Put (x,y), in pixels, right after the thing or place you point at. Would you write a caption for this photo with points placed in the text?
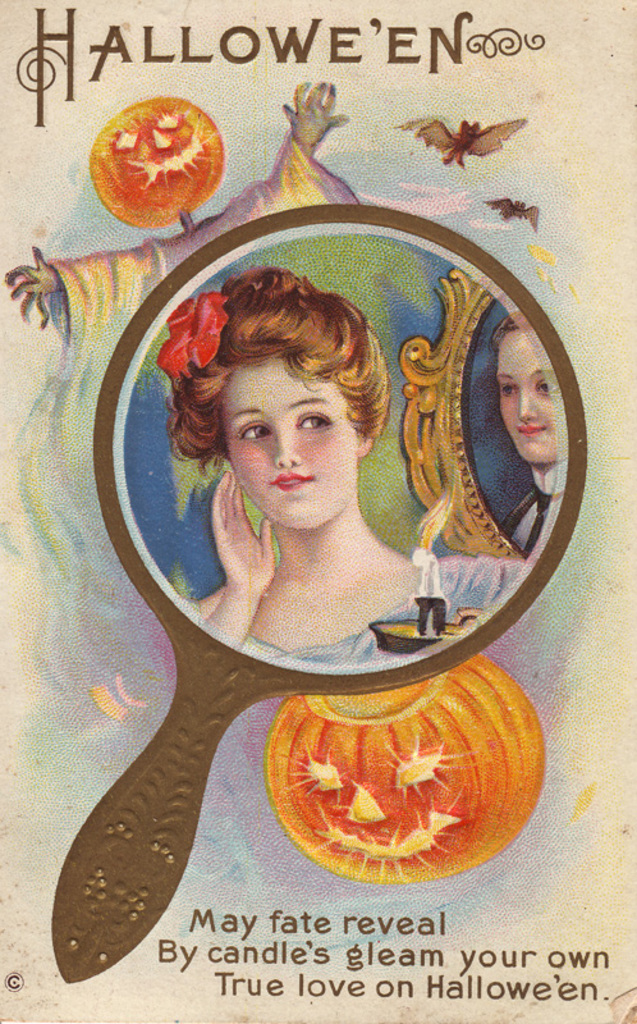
In this picture I can see a poster (278,704), there are words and images (244,673) on the poster (304,534).
